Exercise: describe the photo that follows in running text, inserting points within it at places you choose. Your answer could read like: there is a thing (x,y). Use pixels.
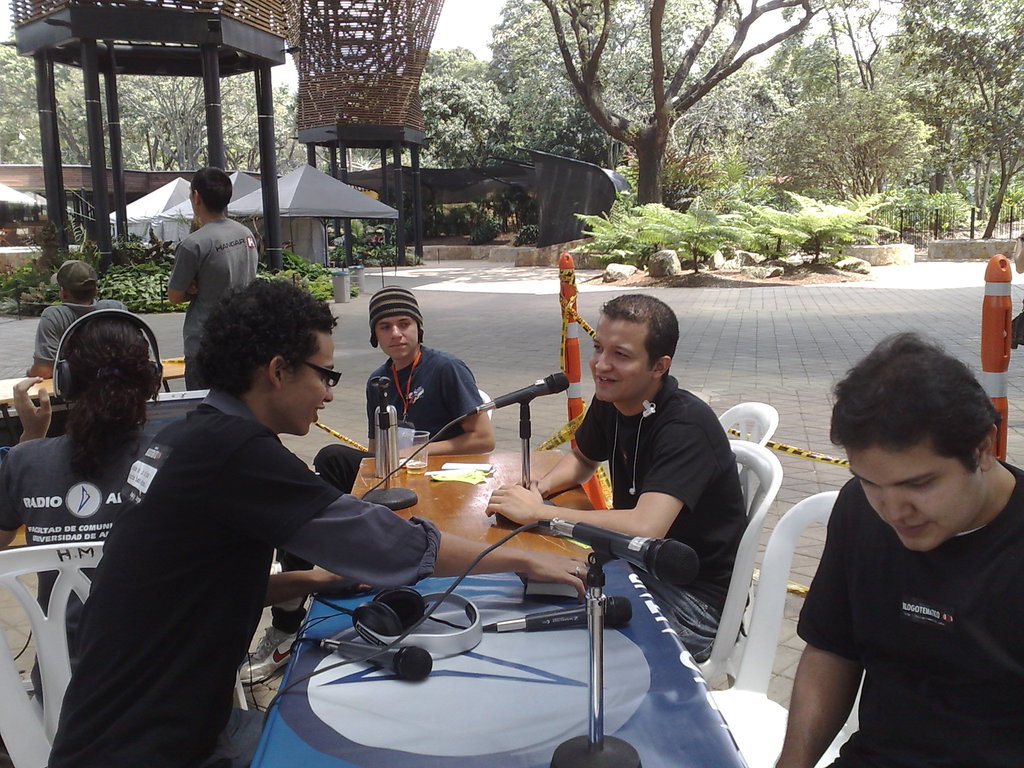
In the image we can see there are people (659,424) who are sitting on chair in front of them there is a mic (553,377) on the table (520,454) and the back there are lot of trees (750,143).
